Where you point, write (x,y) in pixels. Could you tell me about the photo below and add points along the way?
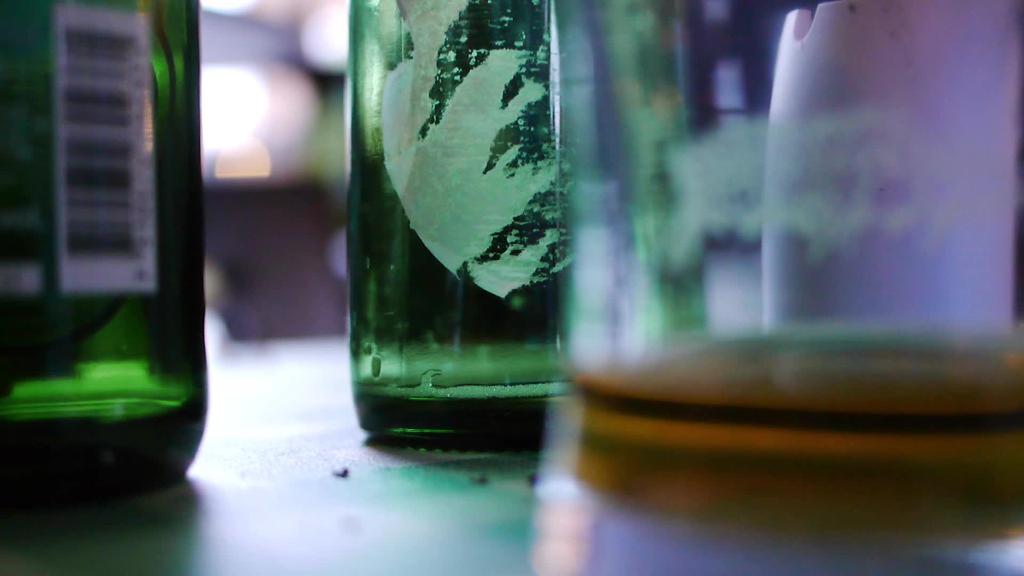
In this image we can see a few glass bottles (467,35) placed on a surface (326,402) and the background (331,265) here is blurred.
